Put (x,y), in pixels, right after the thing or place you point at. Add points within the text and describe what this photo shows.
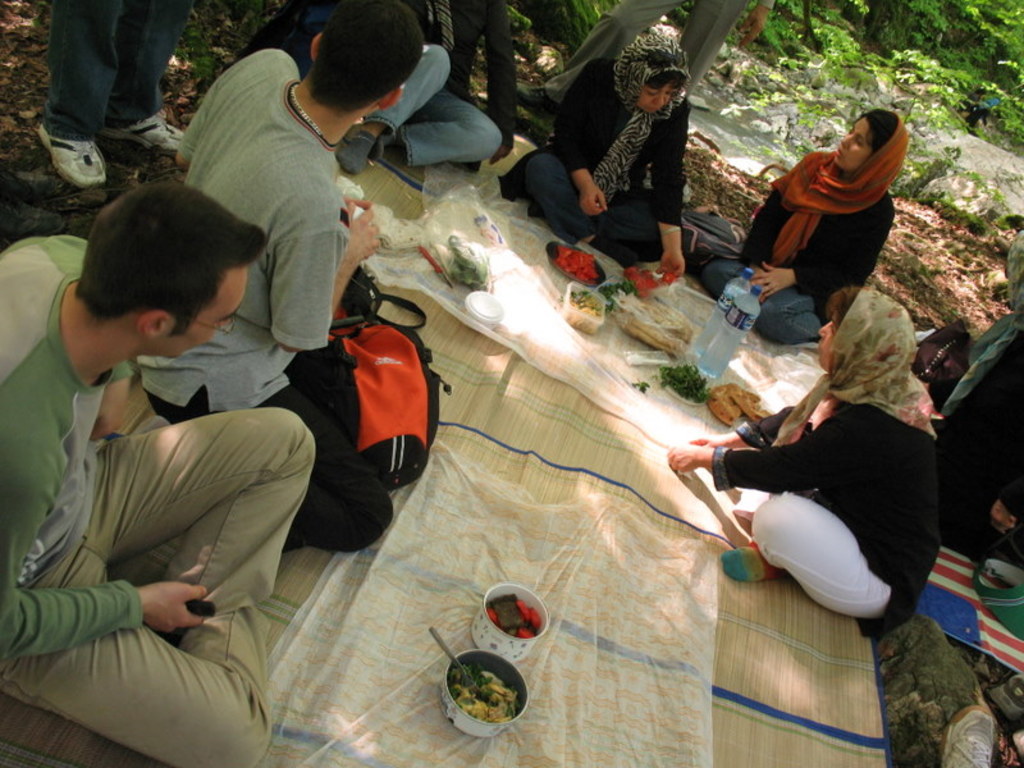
In this image we can see group of persons (834,360) sitting on the ground (285,751). On the mat (717,697) we can see bottles (714,358), food (681,342) and bowls (507,640). In the background (729,135) there is a water (747,121), plants (855,70) and persons (689,63).
